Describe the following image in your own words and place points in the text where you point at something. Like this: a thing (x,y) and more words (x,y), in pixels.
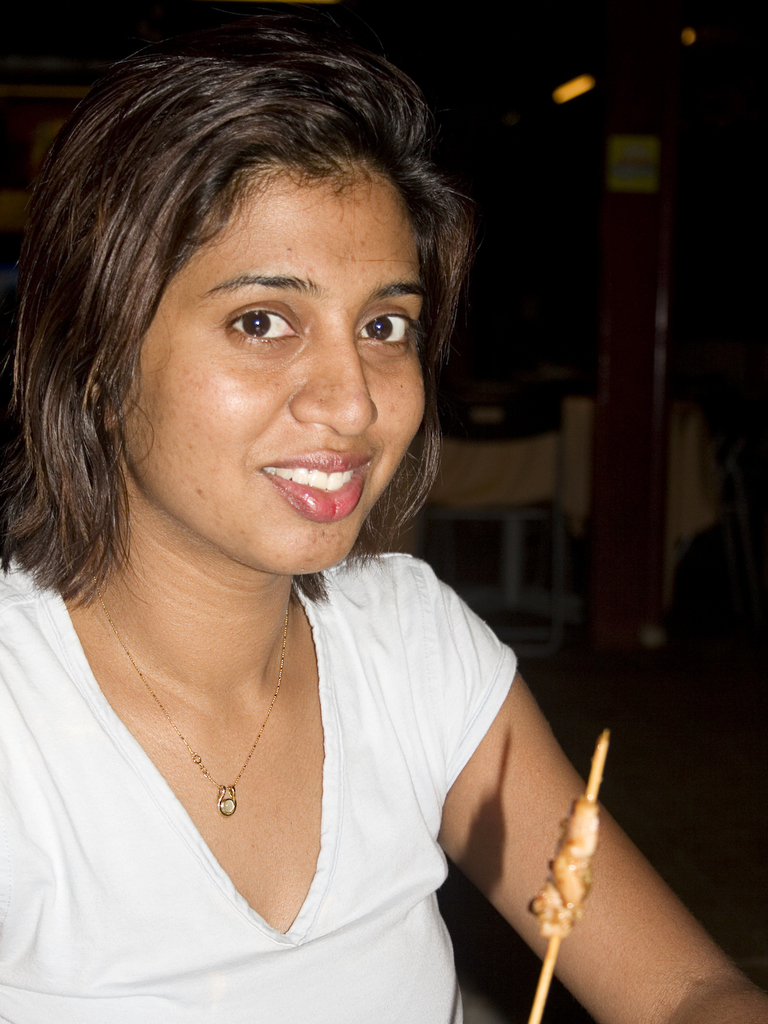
In the foreground (324,834), I can see a woman (380,678) is sitting on a chair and is holding some object (561,896) in hand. In the background (736,695), I can see a pillar (656,540), table (576,444) and dark color. This image might be taken in a hotel (576,366).
